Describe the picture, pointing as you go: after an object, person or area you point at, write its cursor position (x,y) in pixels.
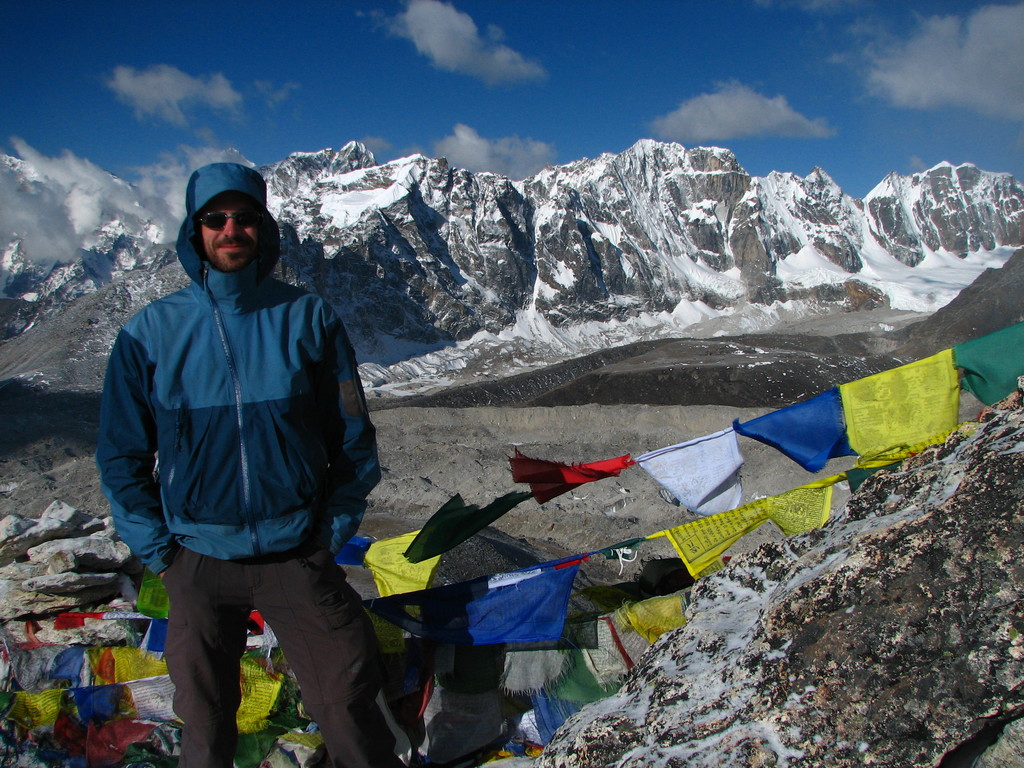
On the left side of this image (309,544) I can see a man (305,606) wearing blue color jacket (203,543), standing, smiling and giving pose for the picture. On the right side (877,600) there is a rock (760,696). At the back of this man (270,317) I can see few flags (393,580) are attached to the ropes (565,561). In the background (542,216) there are some mountains (435,200). At the top (321,76) I can see the sky (383,69) and clouds (449,49).
